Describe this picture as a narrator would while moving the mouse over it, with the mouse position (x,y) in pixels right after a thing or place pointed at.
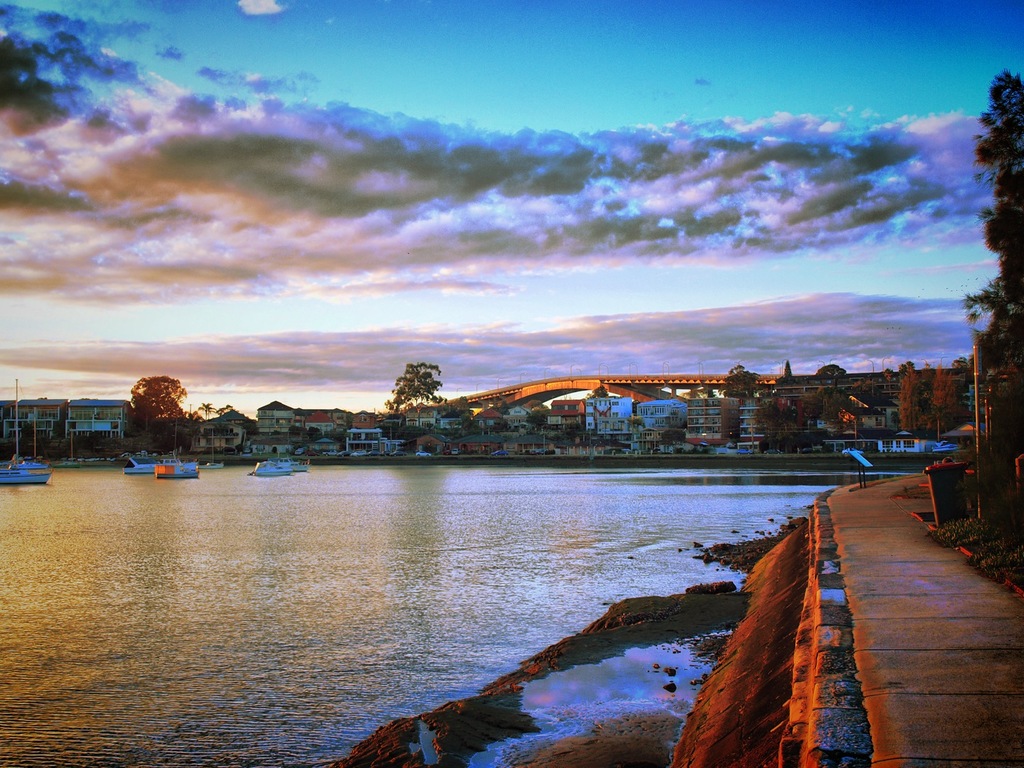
In this image we can see boats (193,463) on the surface of water (385,579). On the right side of the image (870,574), we can see a pathway (900,558), dustbin (935,493) and plants (989,478). In the background (683,436), we can see buildings (32,422), trees (905,375), bridge (567,385) and poles (978,418). At the top of the image (687,68), we can see the sky (810,137) with clouds (535,183).
